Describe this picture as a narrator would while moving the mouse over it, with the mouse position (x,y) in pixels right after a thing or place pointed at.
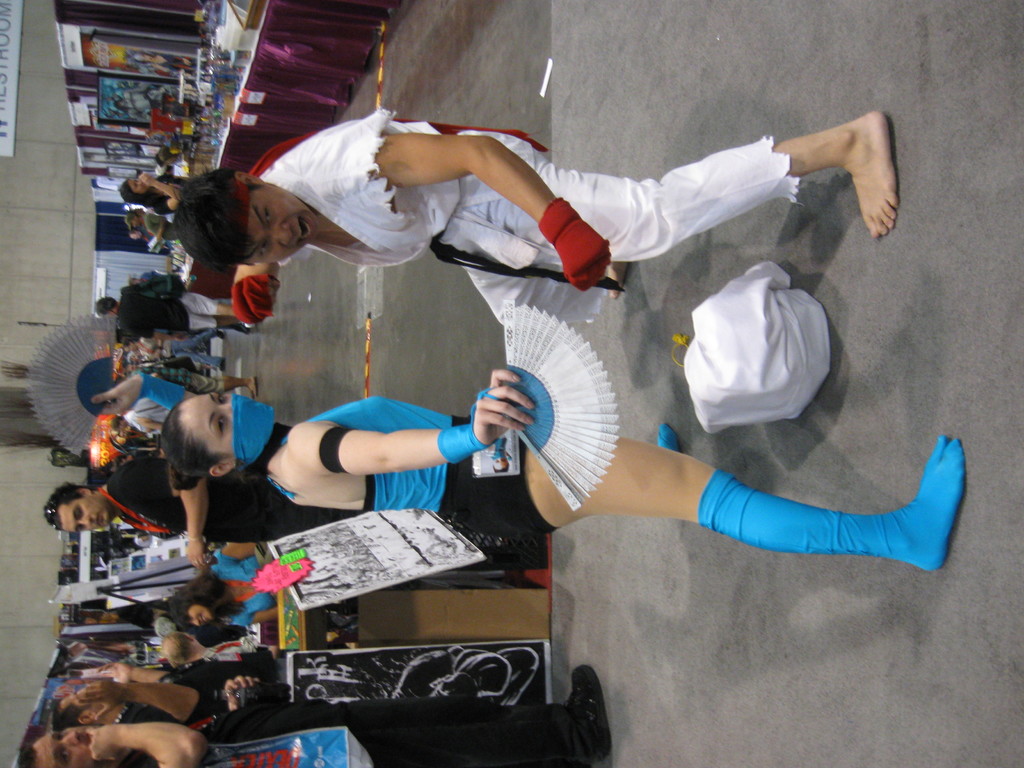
In the image we can see there are people (267,423) standing and wearing clothes (391,480). Here we can see footpaths (775,701) and this woman (618,484) is holding the hand fans (572,448) in her hands (489,423). Here we can see the table (246,85), on the table (241,101) there are many other things (225,118) and this is a poster (132,84). Here we can see this is a wall (52,280).
